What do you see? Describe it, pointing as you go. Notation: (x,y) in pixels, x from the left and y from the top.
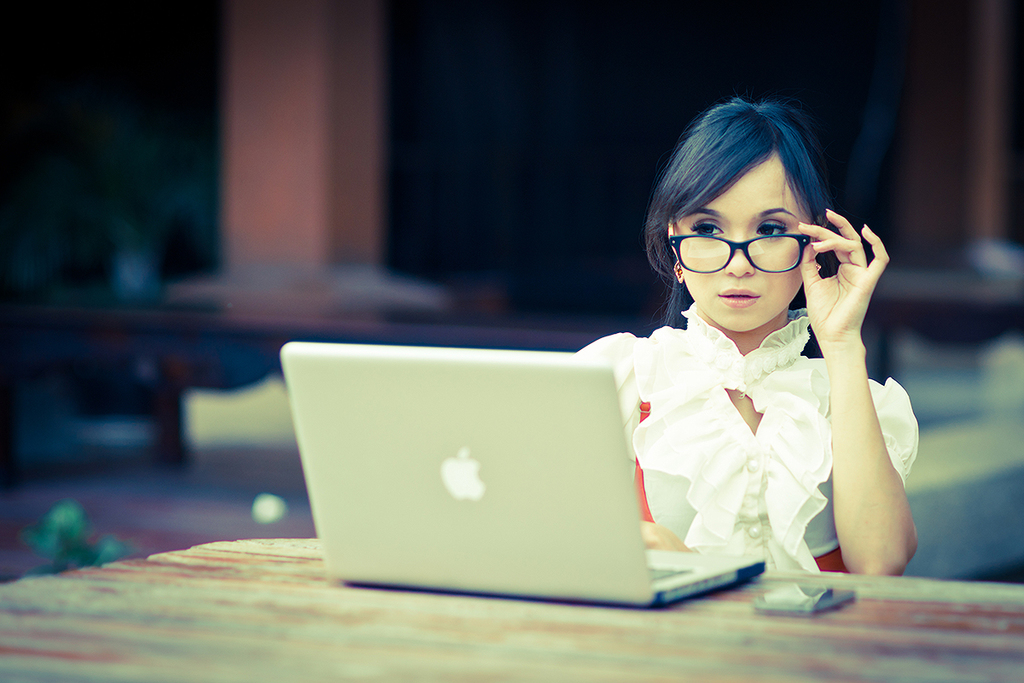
In this image there is a person (766,377) sitting, there is a laptop (489,581) on the table (331,609), there is an object (795,591) on the table (795,616), the background of the person (809,506) is blurred.
